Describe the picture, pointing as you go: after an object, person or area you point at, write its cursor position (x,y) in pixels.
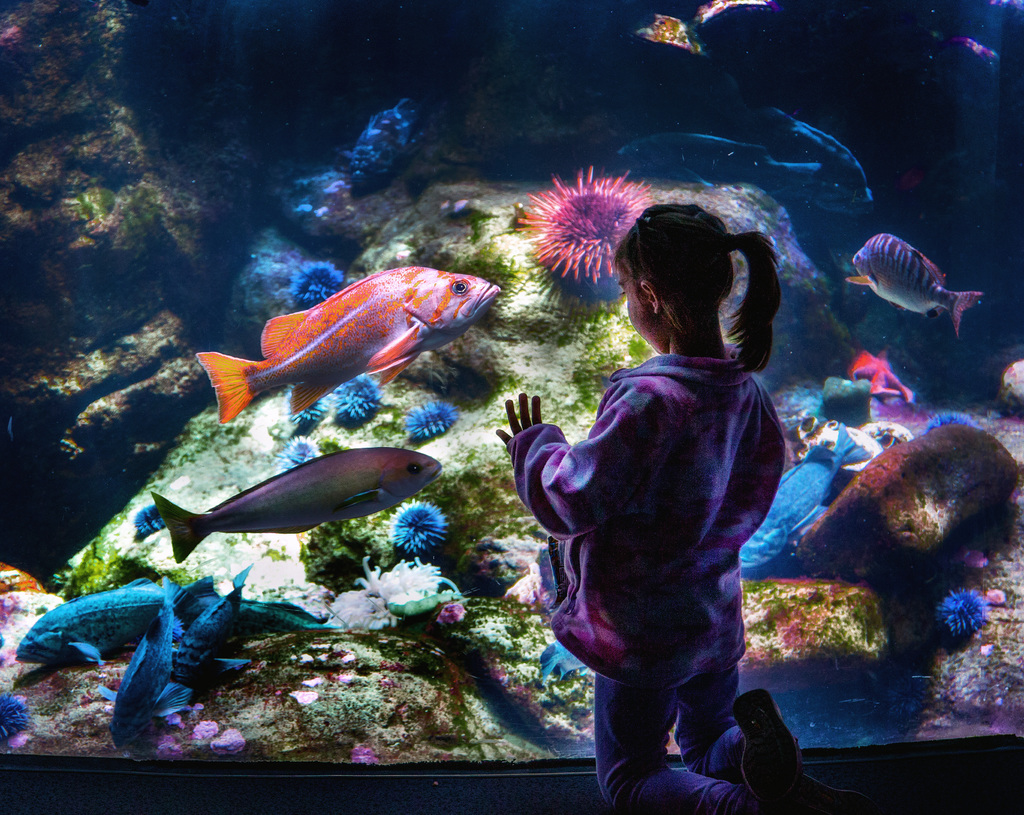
This image consists of a girl (703,490) kneeling near the aquarium (510,570). In which there are fishes (399,354) and plants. In the background (89,251), its looks like a rock (89,251).
